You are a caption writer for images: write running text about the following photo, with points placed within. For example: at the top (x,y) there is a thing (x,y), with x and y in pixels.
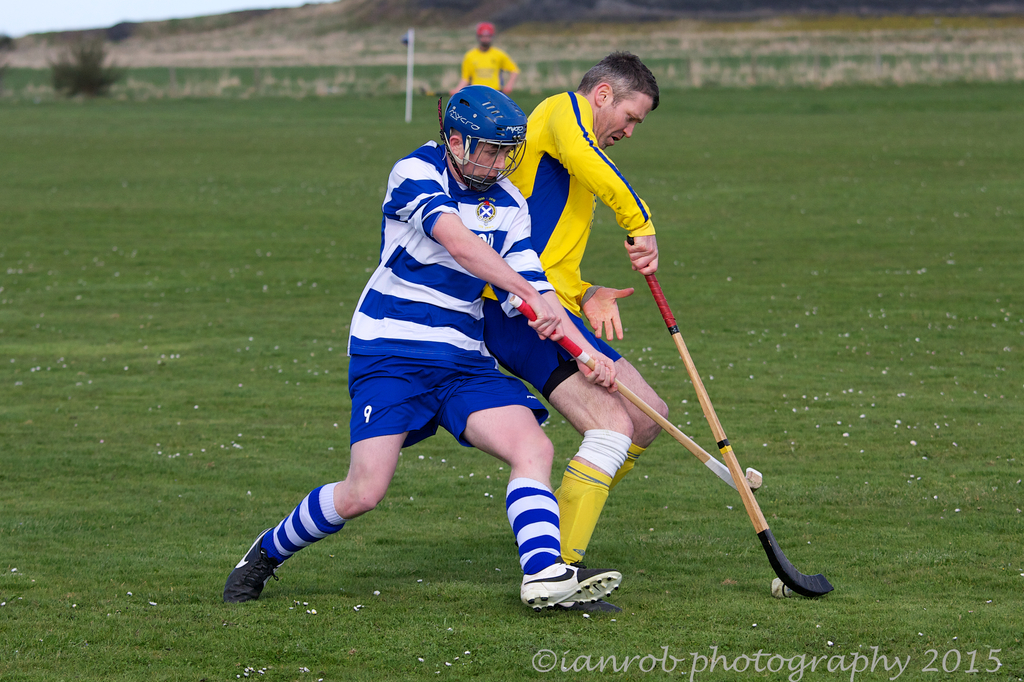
In the background (193,12) we can see the sky (130,9). In this picture we can see a pole (410,99) and a man (466,56). We can see two men (420,326), among them a man (410,163) on the left side (301,550) wore a helmet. They both are holding hockey sticks (709,461) and at the bottom portion of the picture (811,542) we can see the grass (813,545) and a ball (787,590). In the bottom right corner of the picture (728,672) we can see a watermark (736,653).
